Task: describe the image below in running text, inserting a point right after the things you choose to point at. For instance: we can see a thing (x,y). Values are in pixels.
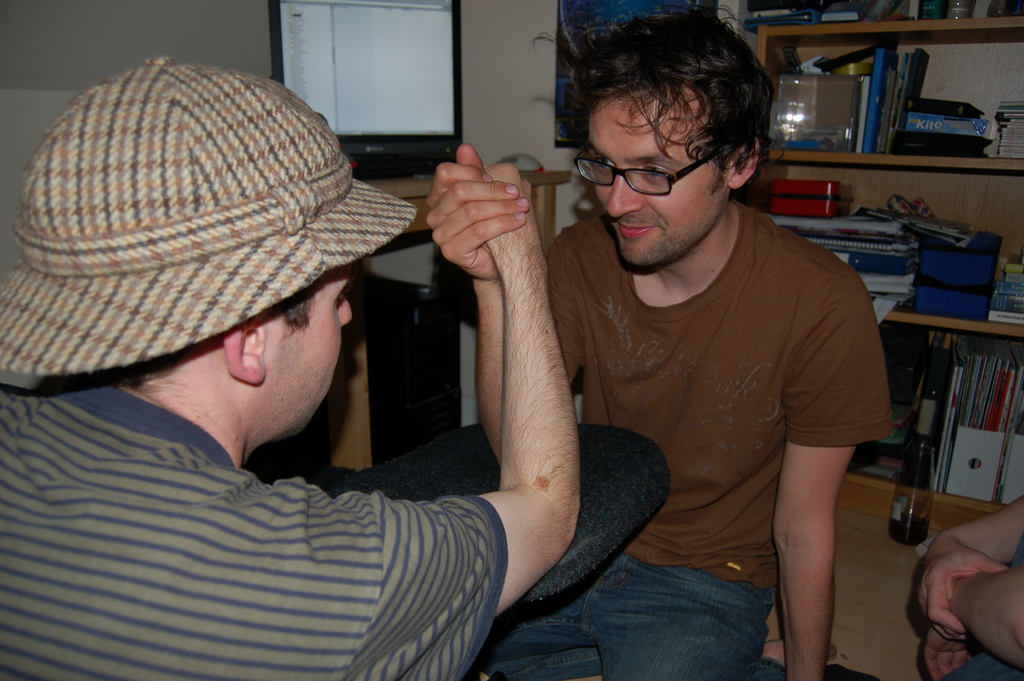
In this image there are two persons (570,235) performing the action of arm wrestling, behind them there is a computer (397,124) on a table (421,182) and there are a few objects (906,247) on the wooden wardrobe (902,139) and there is a bottle (912,509) on the surface of the wooden floor (888,534).
